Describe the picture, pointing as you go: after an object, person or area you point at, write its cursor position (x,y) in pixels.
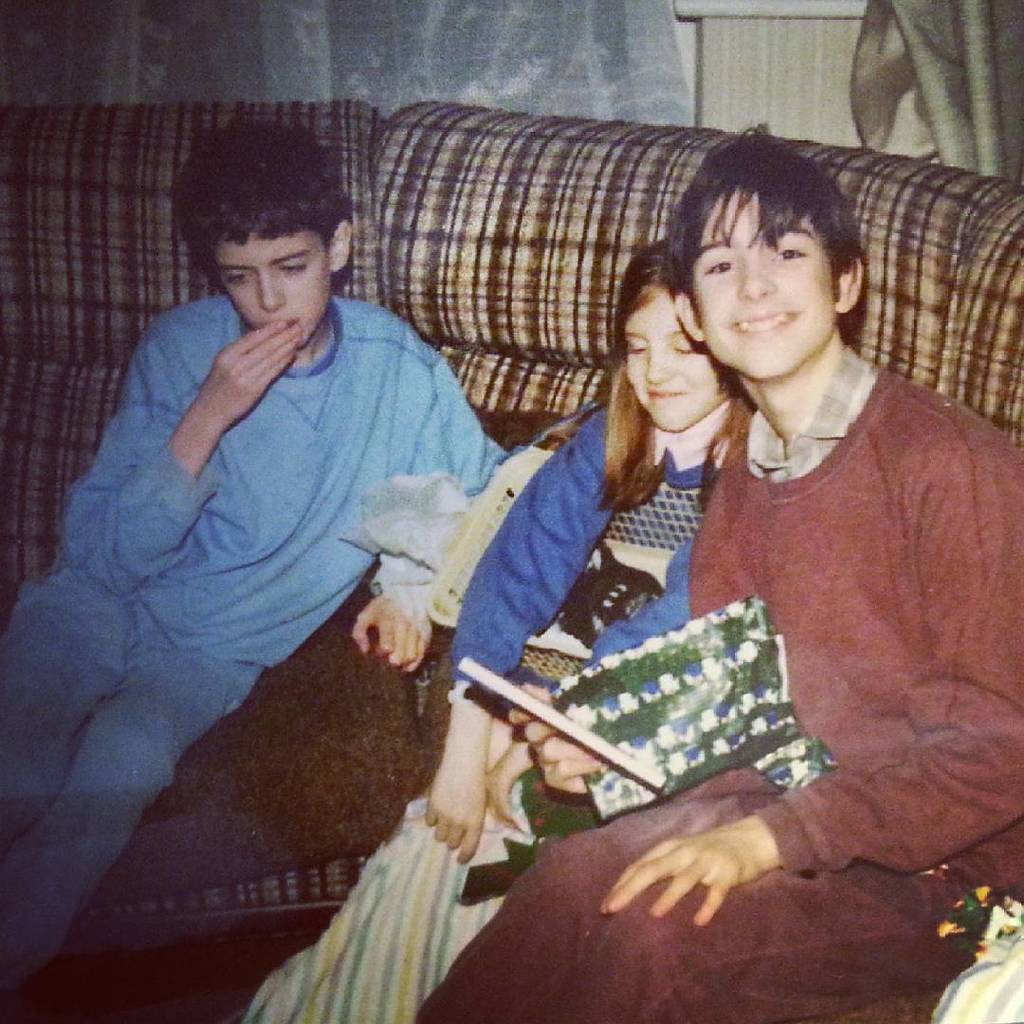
In this image we can see kids (379,392) sitting on a sofa (6,321). In the background of the image (429,87) there is curtain (536,32).
